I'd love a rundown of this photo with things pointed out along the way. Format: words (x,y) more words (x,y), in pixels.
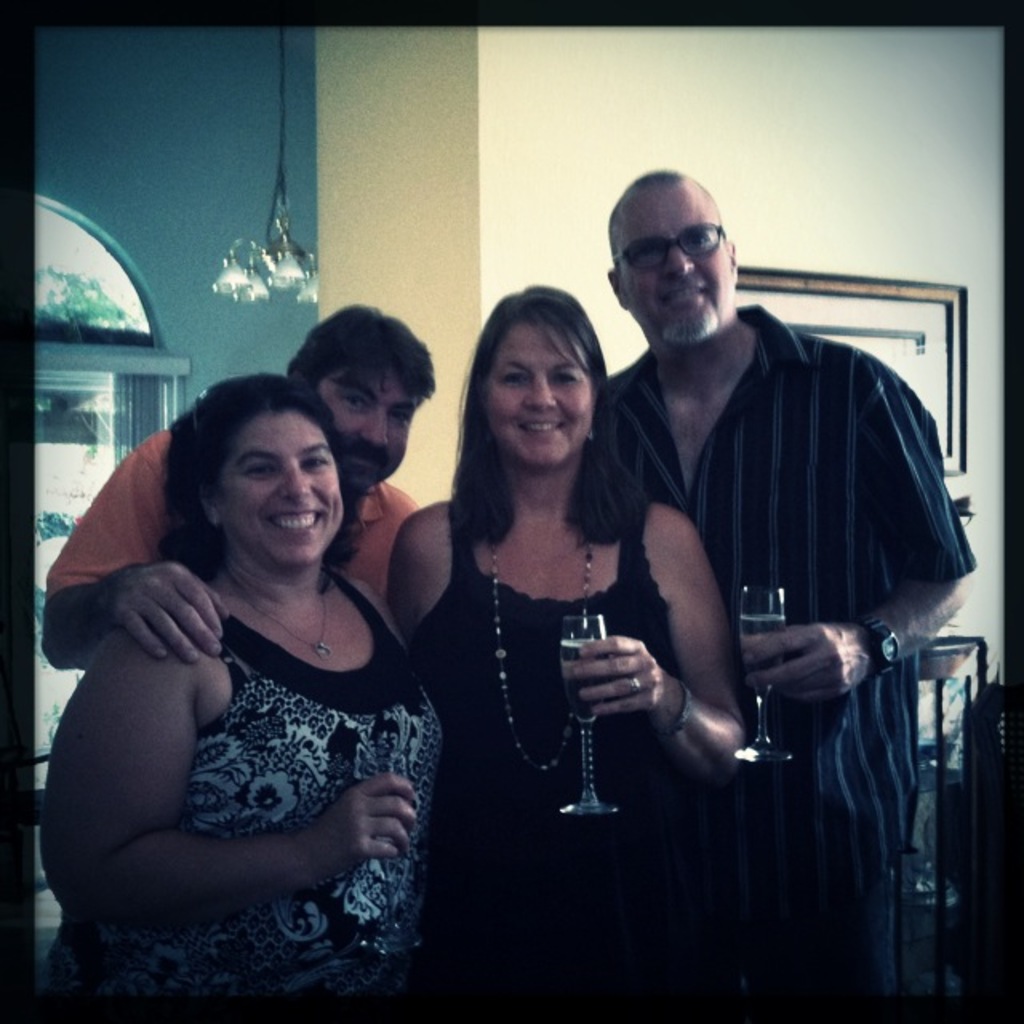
In this image we can see two women (548,432) and a man (897,639) holding the glasses (593,631) and standing and also smiling. We can see the frames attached to the wall (822,71). We can also see the entrance (71,317), curtain (140,413) and also the light (251,257).
